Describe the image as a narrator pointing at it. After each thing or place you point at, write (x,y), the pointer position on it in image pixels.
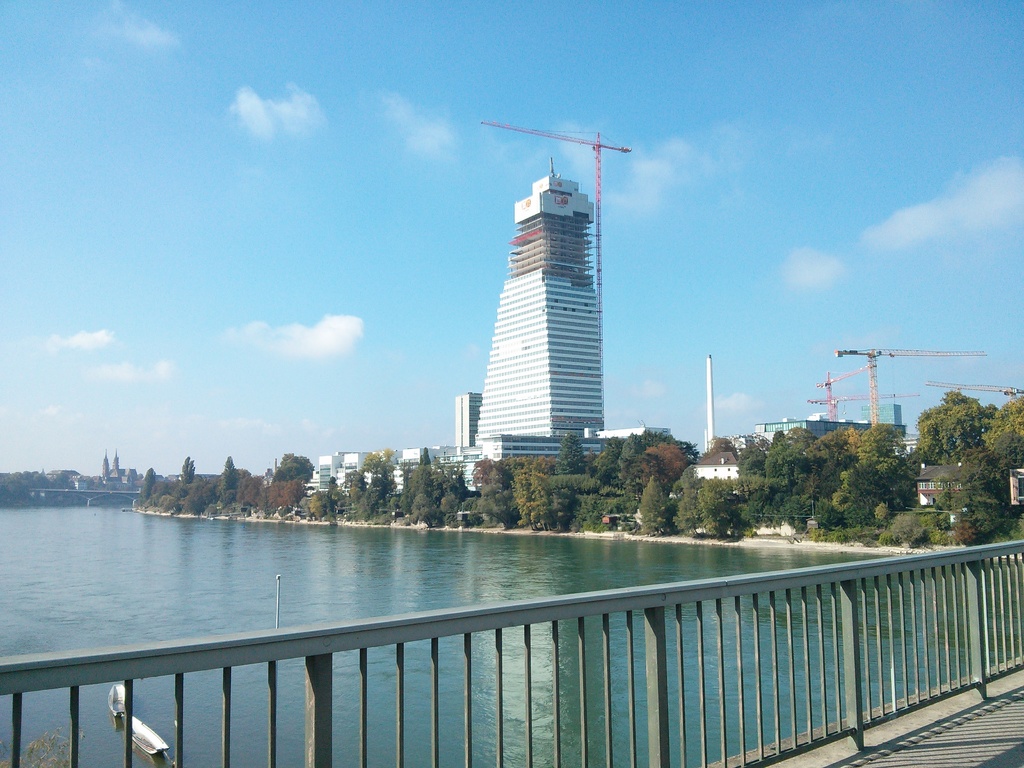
We can see fence (437,616) and water (438,552). In the background (556,460) we can see trees (1005,443), buildings (554,400), cranes (832,383) and sky (774,264).
